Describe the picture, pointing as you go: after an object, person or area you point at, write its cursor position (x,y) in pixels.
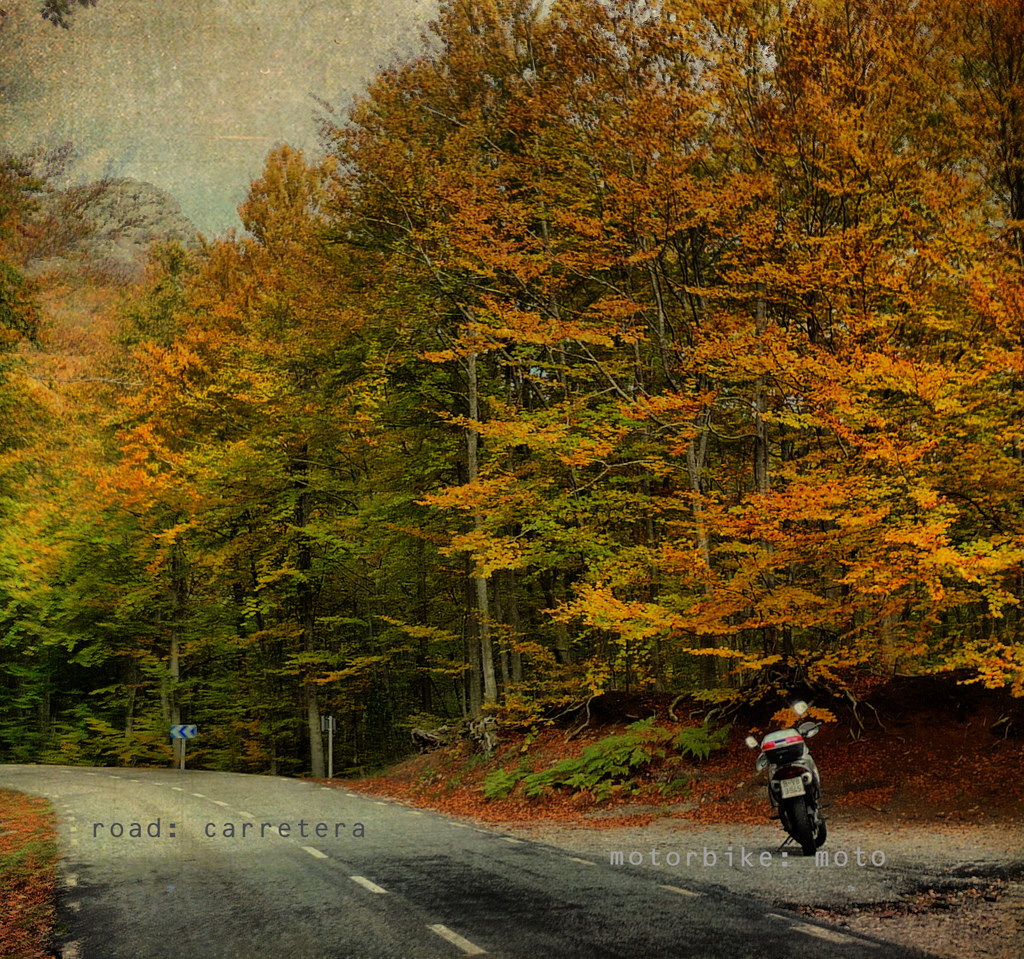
In this picture I can see trees (509,551), a road (380,884) which has white lines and a sign board (187,731). Here I can see some watermarks (690,854) on the image.
